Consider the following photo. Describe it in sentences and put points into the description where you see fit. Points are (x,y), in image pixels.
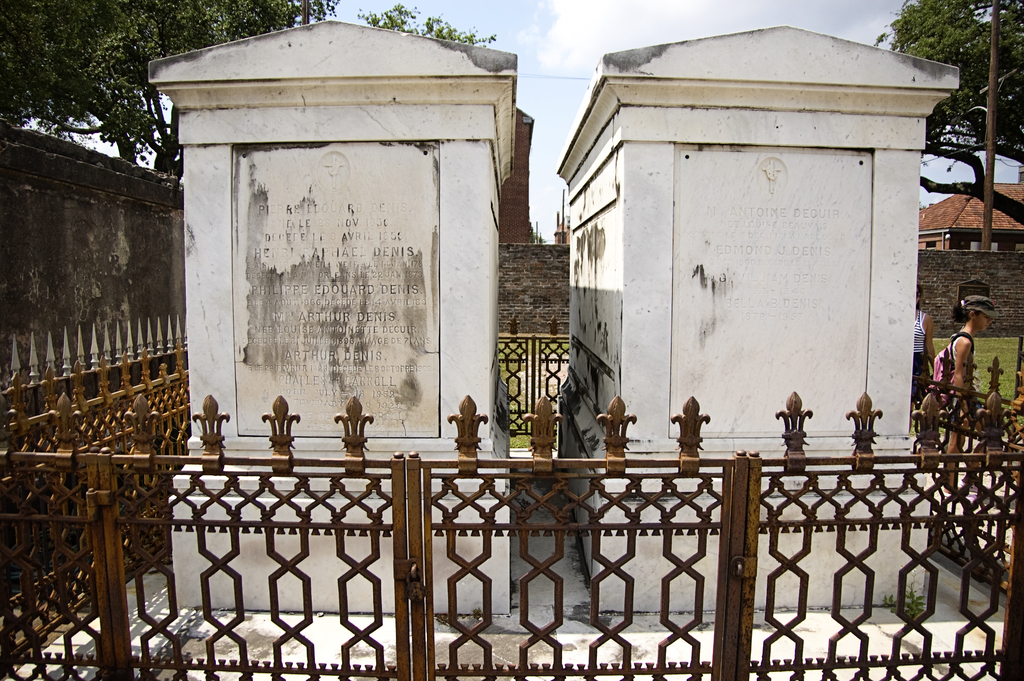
There is a saint louis cemetery (424,279) and there is a fence (586,501) around it and there are two persons (959,332) in the right corner (970,339) and there are trees (938,28) in the background (293,16).
